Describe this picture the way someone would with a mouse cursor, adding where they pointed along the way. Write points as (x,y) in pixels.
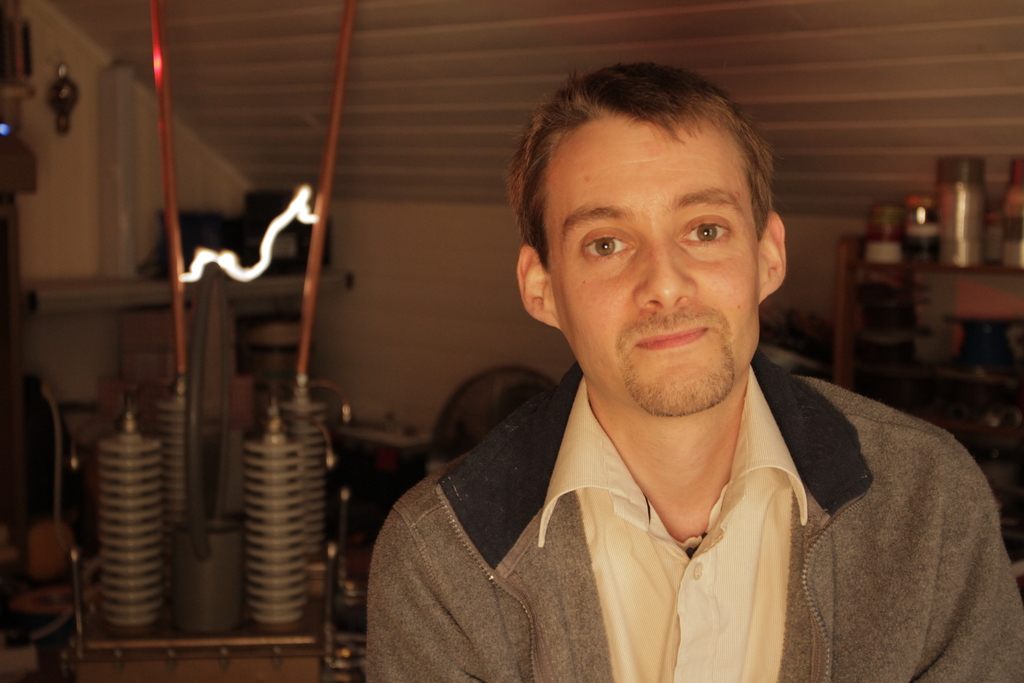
In this image in the foreground (548,178) we can see a person (594,124) and on the left side (200,676) we can see some electric equipment (198,371) and in the background (471,96) we can see the roof (476,86).
